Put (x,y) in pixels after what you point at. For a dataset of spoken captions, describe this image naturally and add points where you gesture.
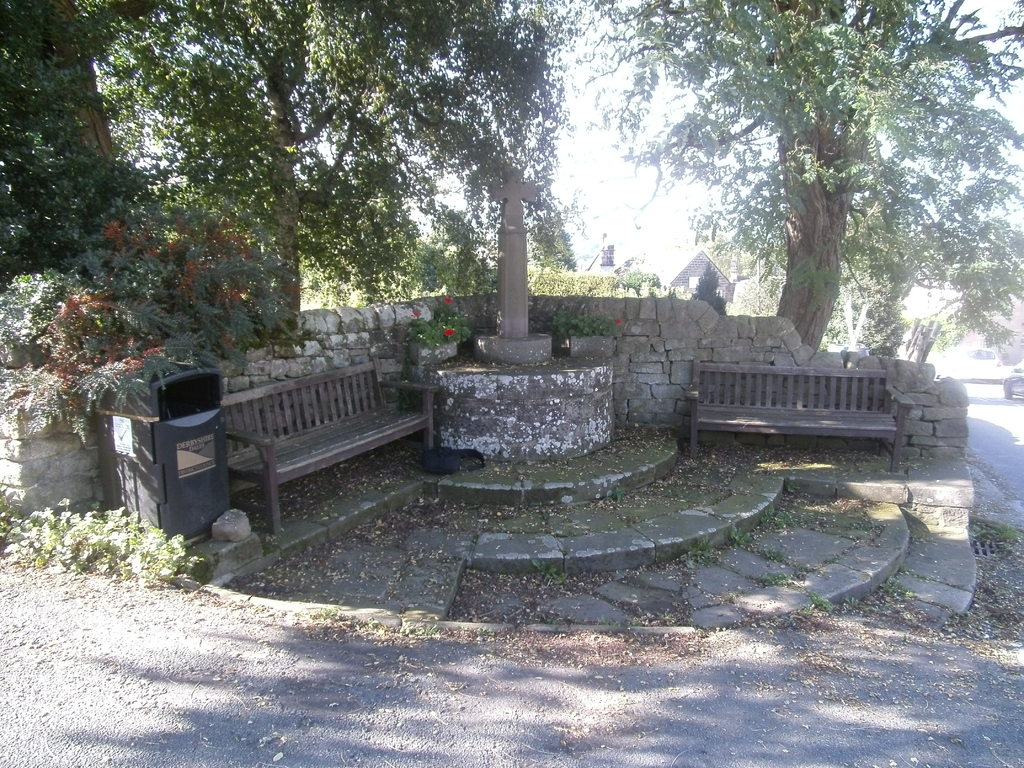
Here we can see a couple of benches (693,406) present and in between them we can see a Christianity symbol (481,348) and on the left side (129,482) we can see a trash Bin (180,437) and there are plants (16,316) and trees (761,115) present all over and behind them we can see houses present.
